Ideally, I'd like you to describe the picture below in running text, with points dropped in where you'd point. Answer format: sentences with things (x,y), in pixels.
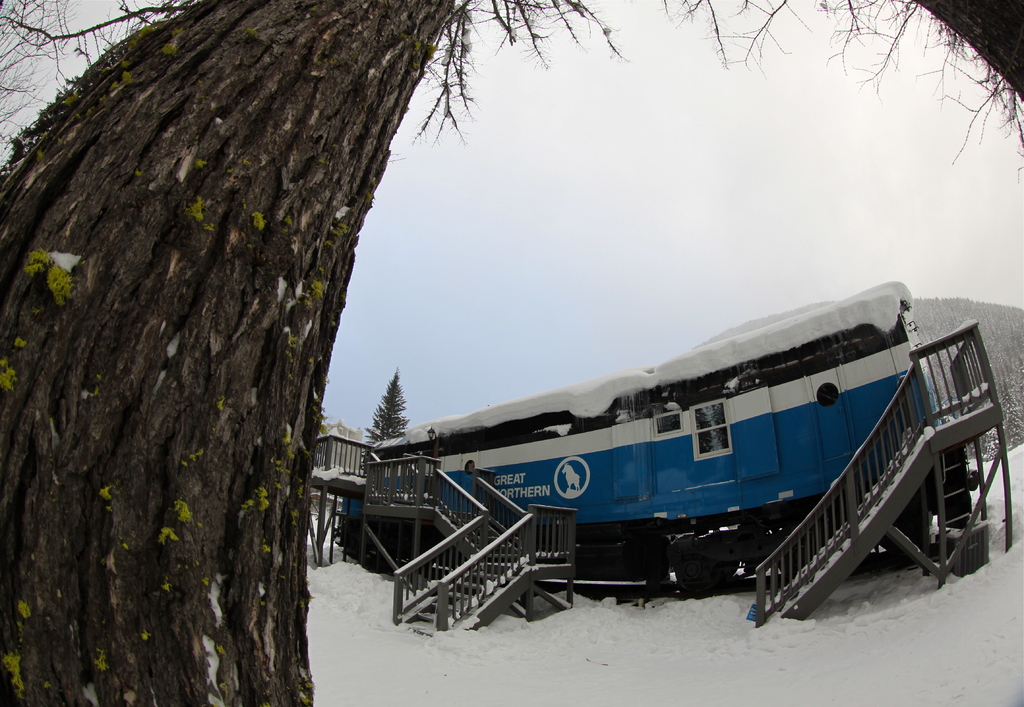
In the center of the image (674,464) there is a vehicle (590,527) and we can see trees (393,410). There are stairs (507,577). At the bottom (497,647) there is snow (709,641). In the background (730,275) there is sky (679,152).
